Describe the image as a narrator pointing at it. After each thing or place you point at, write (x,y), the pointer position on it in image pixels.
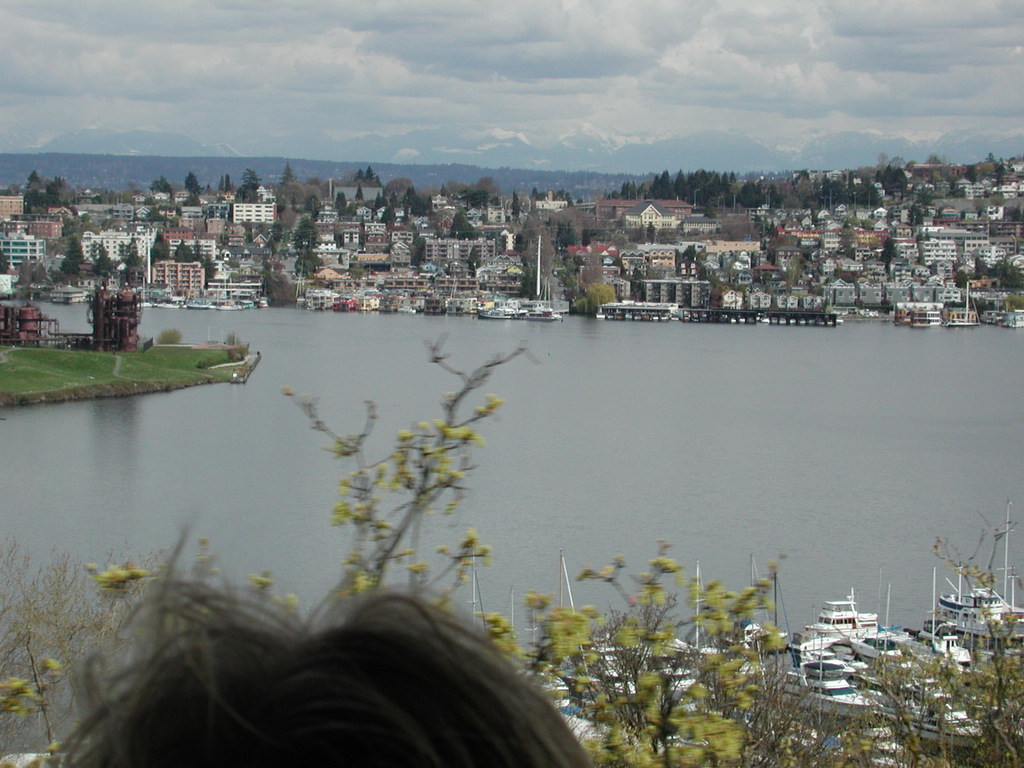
In this picture I can see boats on the water (542,504), there are buildings (451,296), trees (1004,707), and in the background (455,98) there is the sky (474,62).
